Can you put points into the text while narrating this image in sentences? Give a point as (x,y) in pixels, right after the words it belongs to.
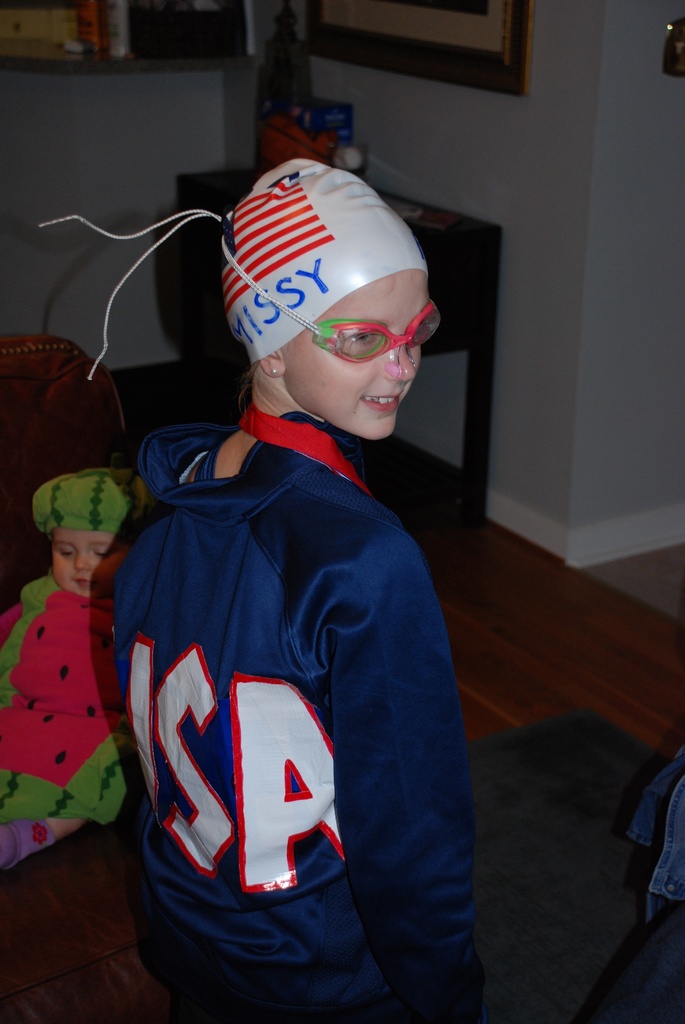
In the picture we can see kid (219,715) wearing blue color jacket (321,551), swimming cap (331,237), glasses (347,339) standing, we can see a baby (41,699) and in the background (196,202) there is table (202,194) on which there are some objects (282,161) and we can see photo frame (496,52) attached to the wall (564,52).
